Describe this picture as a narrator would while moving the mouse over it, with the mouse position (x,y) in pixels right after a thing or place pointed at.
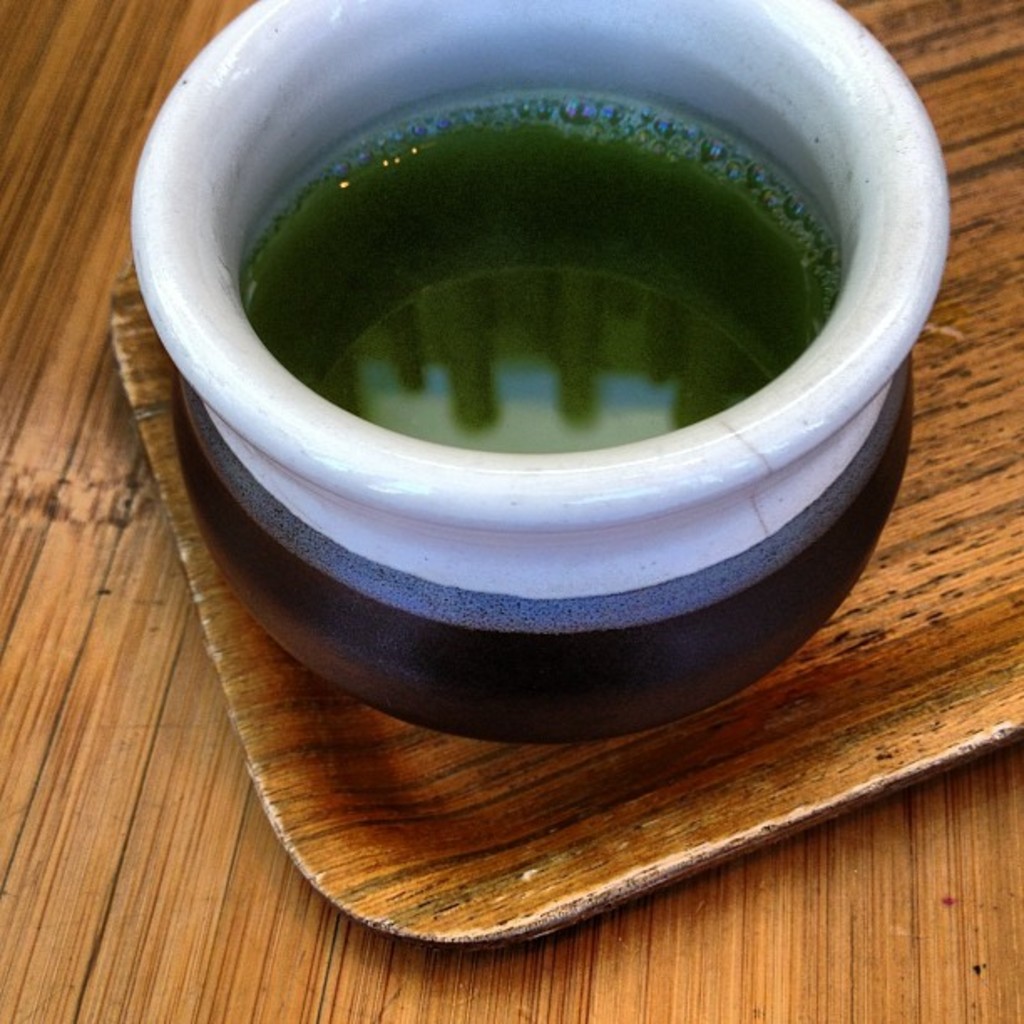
In this image, we can see a pot (534,373) with liquid (533,290) and bubbles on the wooden tray (918,665). Here we can see the wooden surface (157,826).
